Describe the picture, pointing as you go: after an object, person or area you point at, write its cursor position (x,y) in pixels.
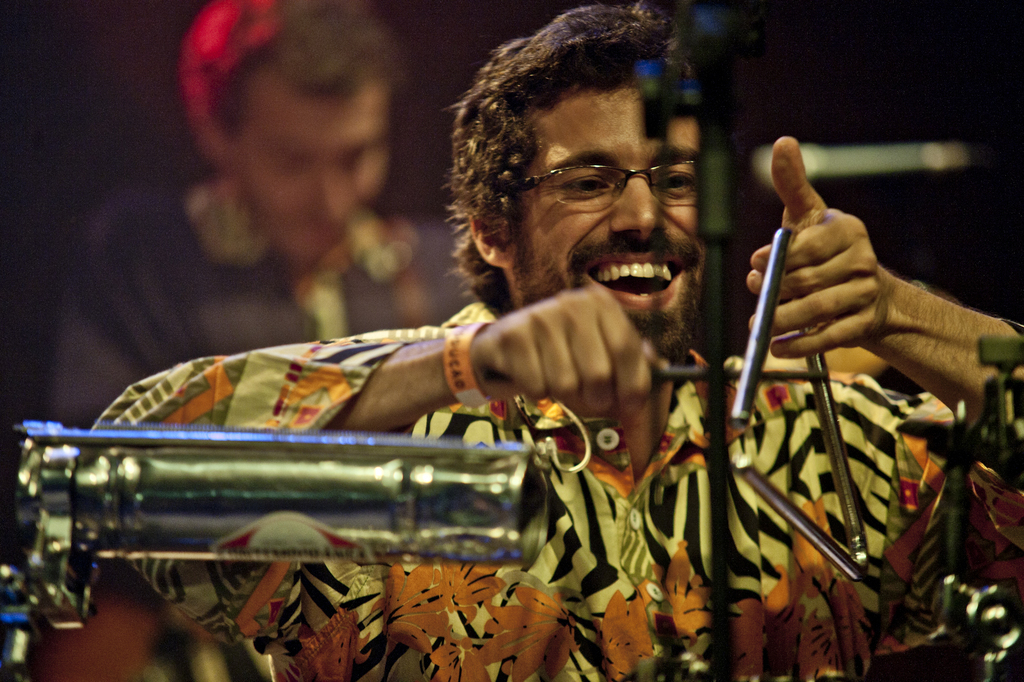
In this image in the front (339,449) there is a musical instrument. In the center (606,372) there is a person (586,350) smiling and holding object (753,345) in his hand (651,354). In the background (279,211) there is a person (269,184) and the background (269,222) seems to be blurred.
